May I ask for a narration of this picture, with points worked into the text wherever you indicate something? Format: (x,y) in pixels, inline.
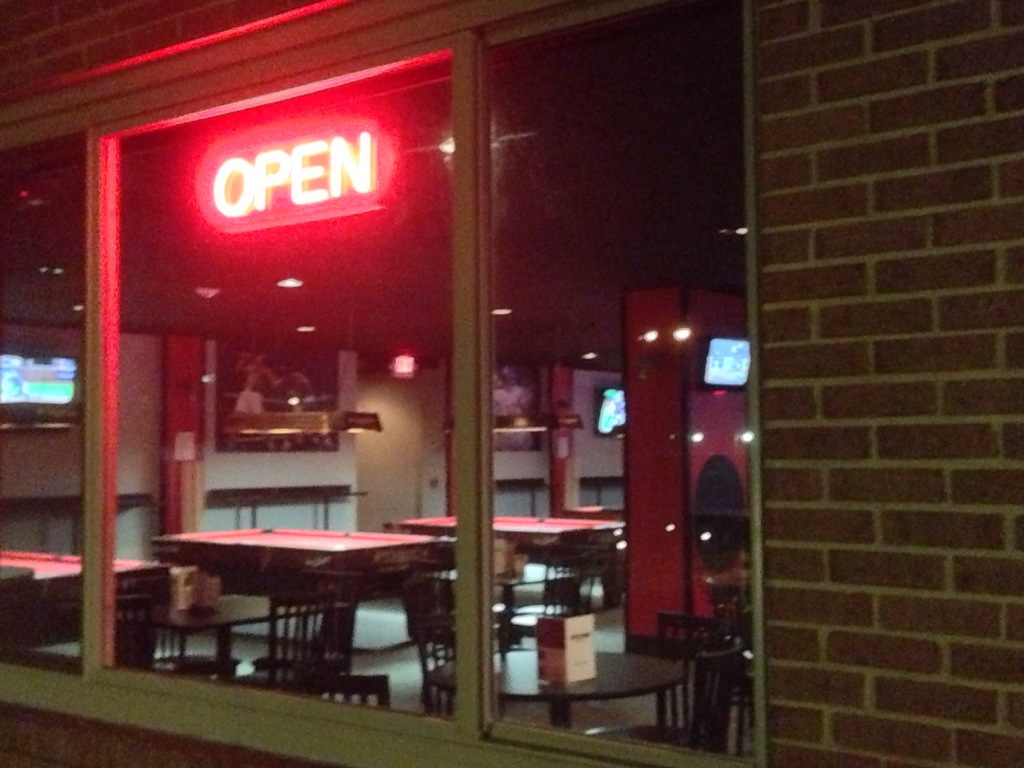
In this image I can see a board (306,186) with name (335,159) OPEN. In the down there are tables (313,568) and the chairs (443,591). In the background (324,365) there are boards (323,386) attached to the wall (443,414).
